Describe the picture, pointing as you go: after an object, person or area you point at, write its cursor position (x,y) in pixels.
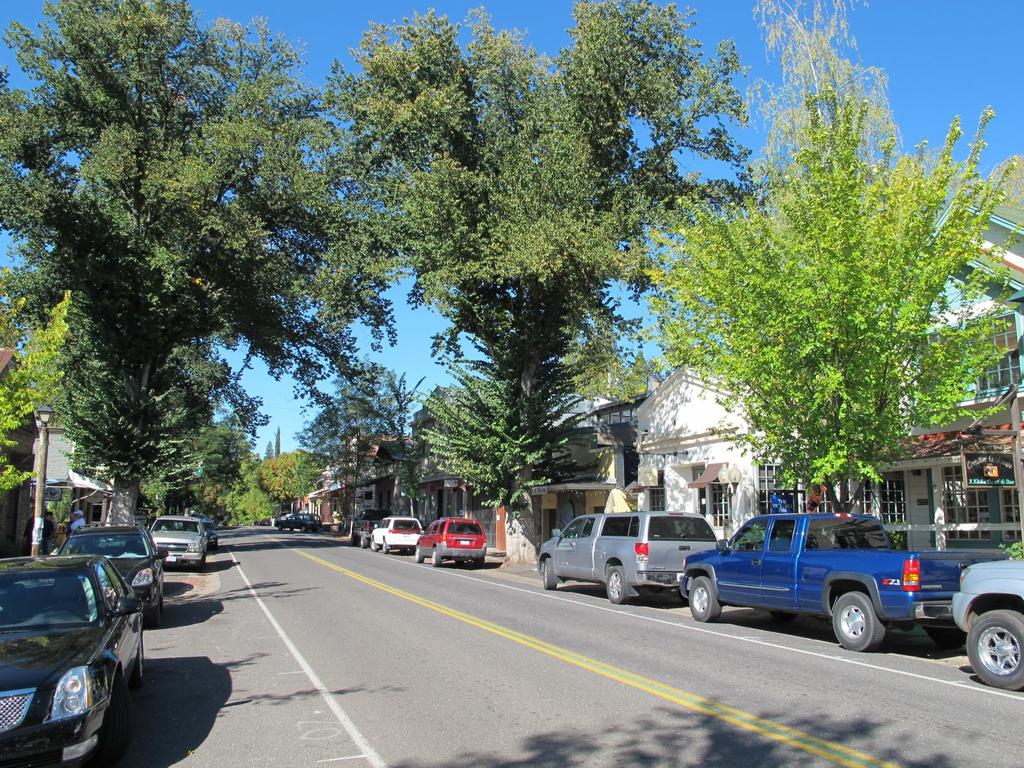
In this picture we can see sky (318,9). On either side of the road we can see trees (469,393) and houses (420,449). These are cars (139,640) on the road (534,599).
